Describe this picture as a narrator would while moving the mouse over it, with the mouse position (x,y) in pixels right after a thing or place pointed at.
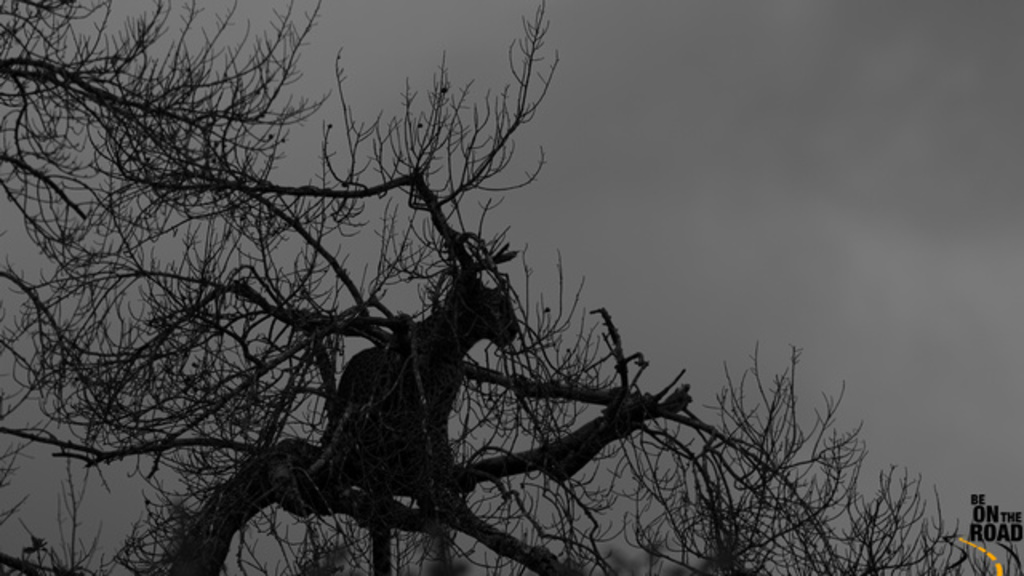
In this image we can see the branches (404,184) of a tree (340,478). In the background (994,299), we can see the sky (796,233).
